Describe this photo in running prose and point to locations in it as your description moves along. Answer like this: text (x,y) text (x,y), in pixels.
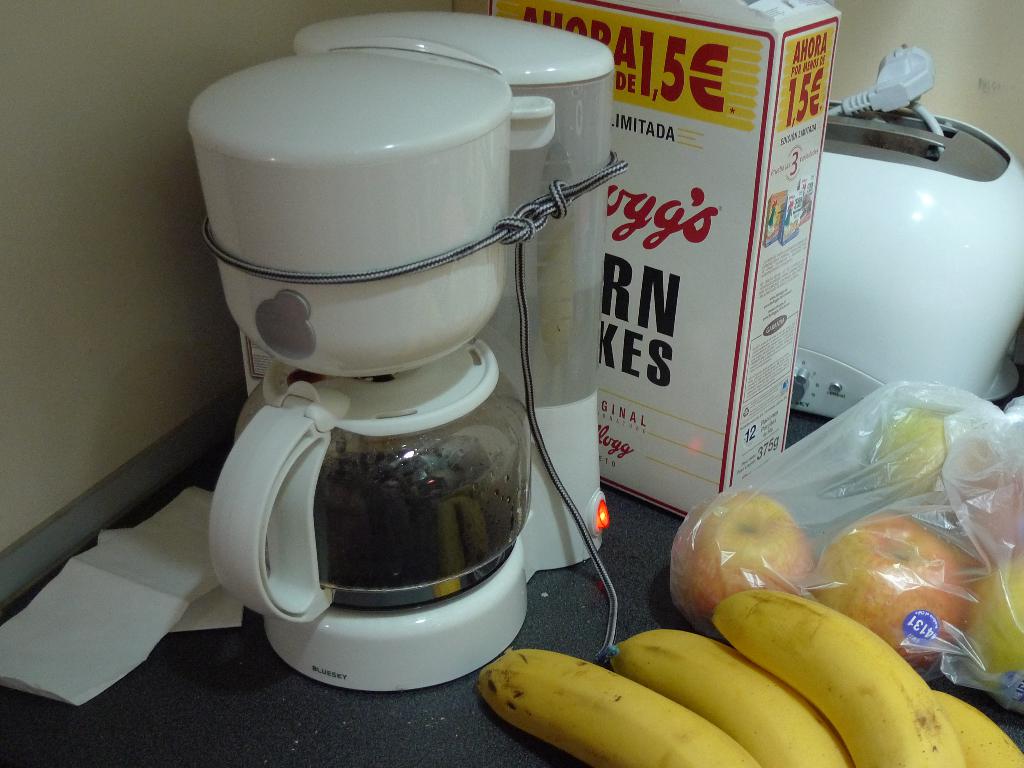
In this image I can see coffee maker (394,520), bananas (721,709), fruits (717,601), a box (731,260) and some other objects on a surface (322,727).
